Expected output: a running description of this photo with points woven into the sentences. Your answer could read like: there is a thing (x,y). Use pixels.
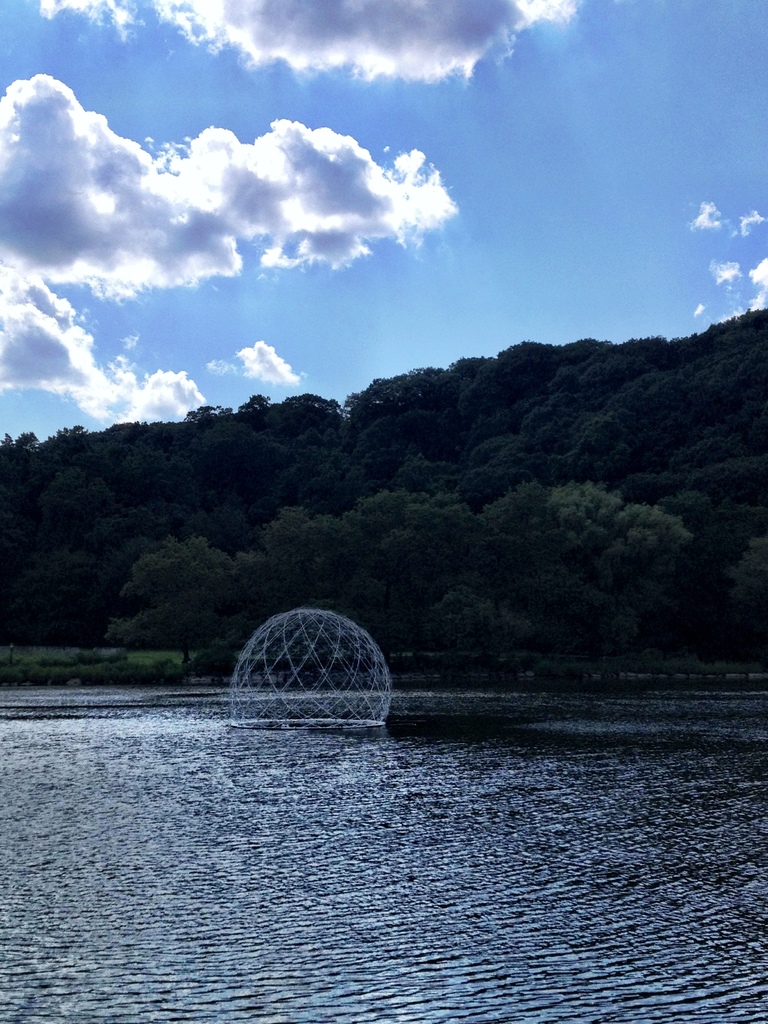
In this image we can see a metal frame (287,725) on the water (307,714). In the center of the image (282,518) we can see a group of trees (335,584) and some plants (76,664). At the top of the image (270,42) we can see the cloudy sky (313,94).
